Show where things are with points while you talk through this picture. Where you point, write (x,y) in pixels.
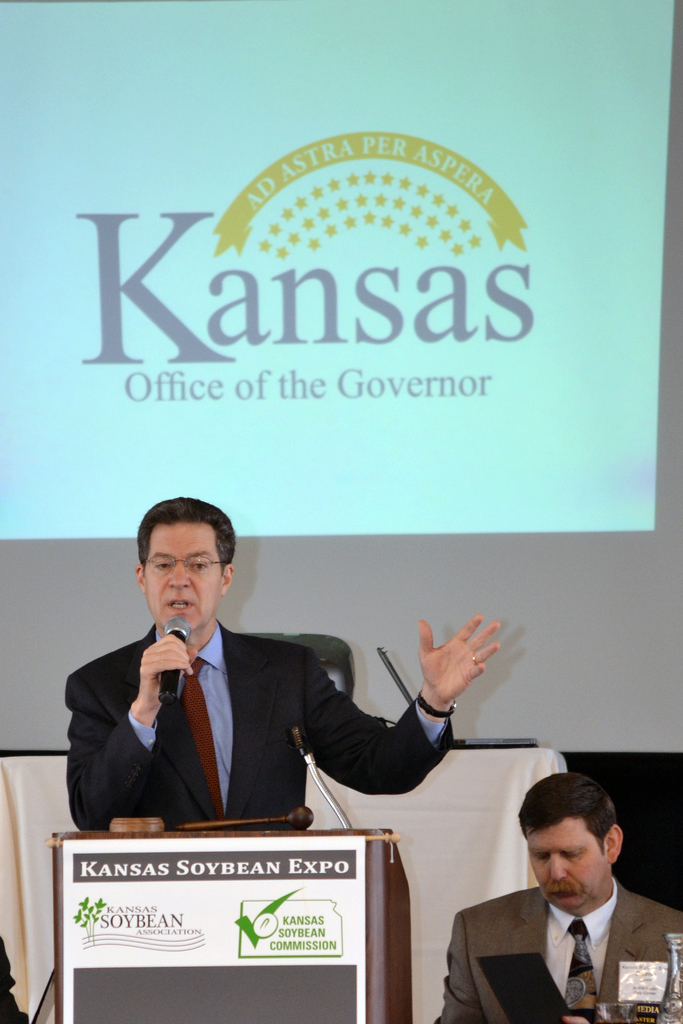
In the foreground of the image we can see a person (247,716) wearing a coat (315,679), tie (216,798) and spectacles (209,570) is holding a microphone (169,669) in his hand (176,669) is standing in front of a podium (302,920). On the right side of the podium (378,860), we can see a person (649,936). In the background (648,705), we can see a laptop (503,746) placed on the table (399,806) and a screen (541,350).
